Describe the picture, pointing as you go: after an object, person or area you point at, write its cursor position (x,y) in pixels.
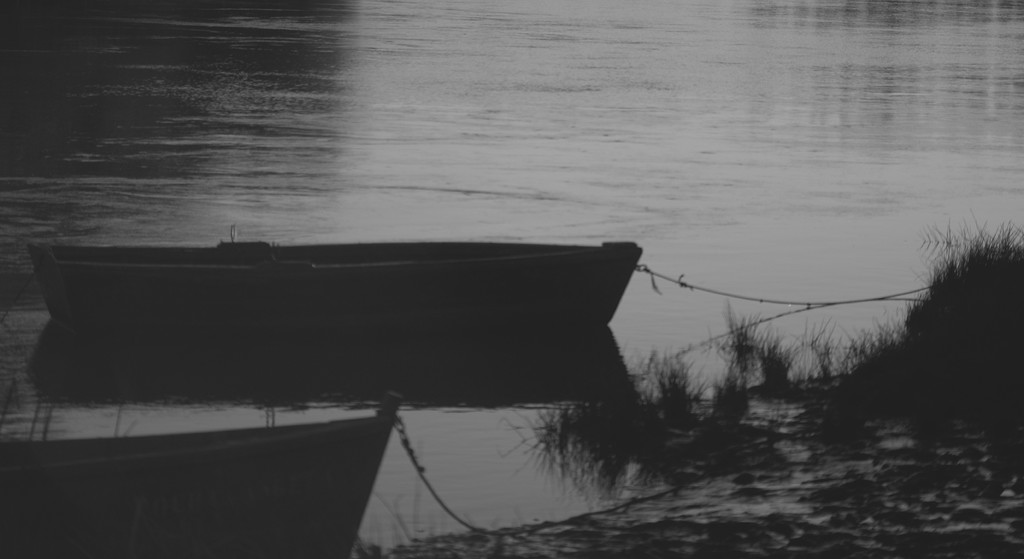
This is a black and white pic. We can see boats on the water (599,477), ropes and grass (981,338).
